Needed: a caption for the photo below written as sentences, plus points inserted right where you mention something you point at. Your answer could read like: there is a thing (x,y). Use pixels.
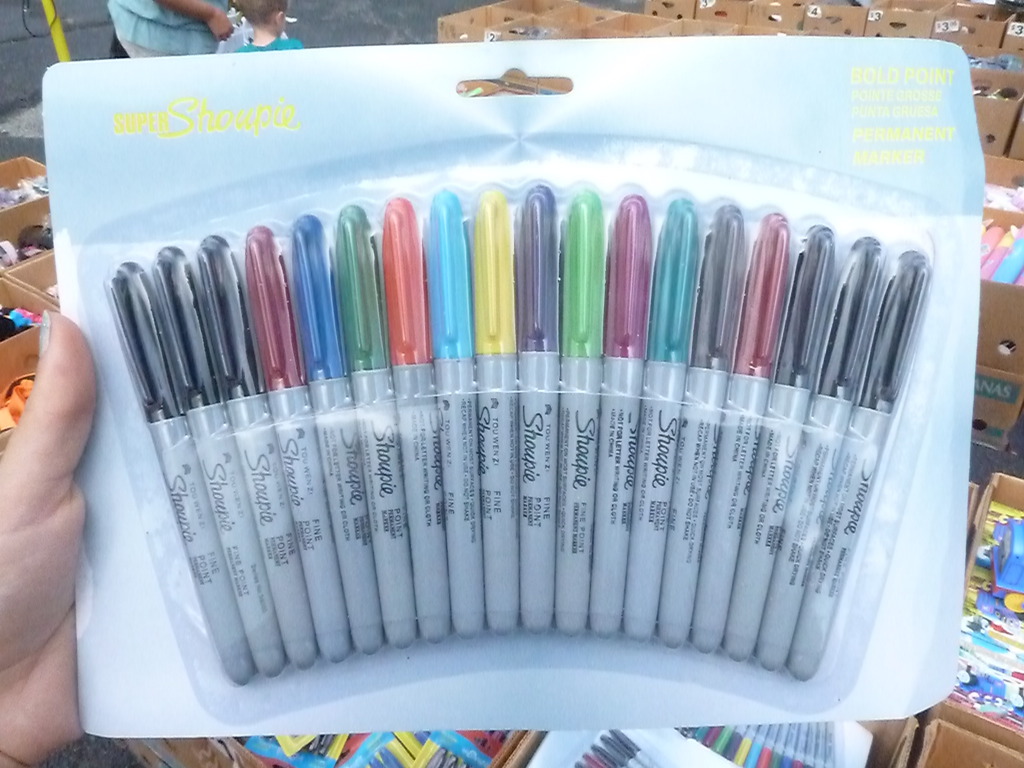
This image consists of sketch pens (329,396) in different color. At the bottom (403,746), there are many stationery items (716,735). At the top (217,31), there are two persons (142,32) standing on the road (71,10).
